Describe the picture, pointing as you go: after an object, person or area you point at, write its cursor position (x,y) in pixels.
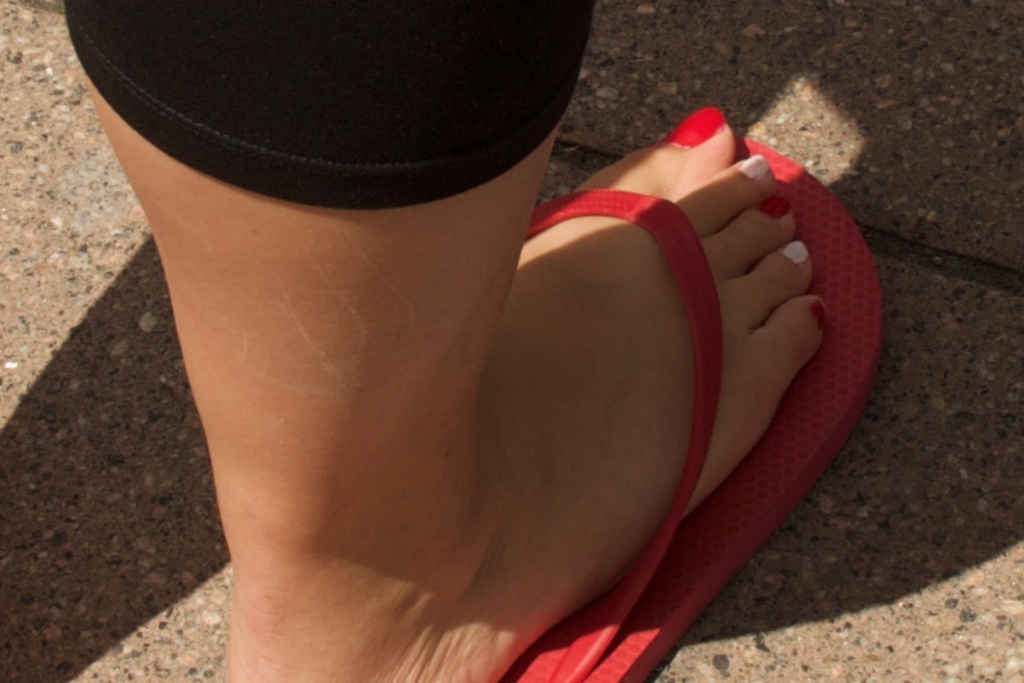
In the image we can see there is a leg (452,409) of a person (536,317) wearing red colour rubber slippers (720,511). There is nail polish (694,131) on the toe fingers (762,242) which are in red and white colour.
